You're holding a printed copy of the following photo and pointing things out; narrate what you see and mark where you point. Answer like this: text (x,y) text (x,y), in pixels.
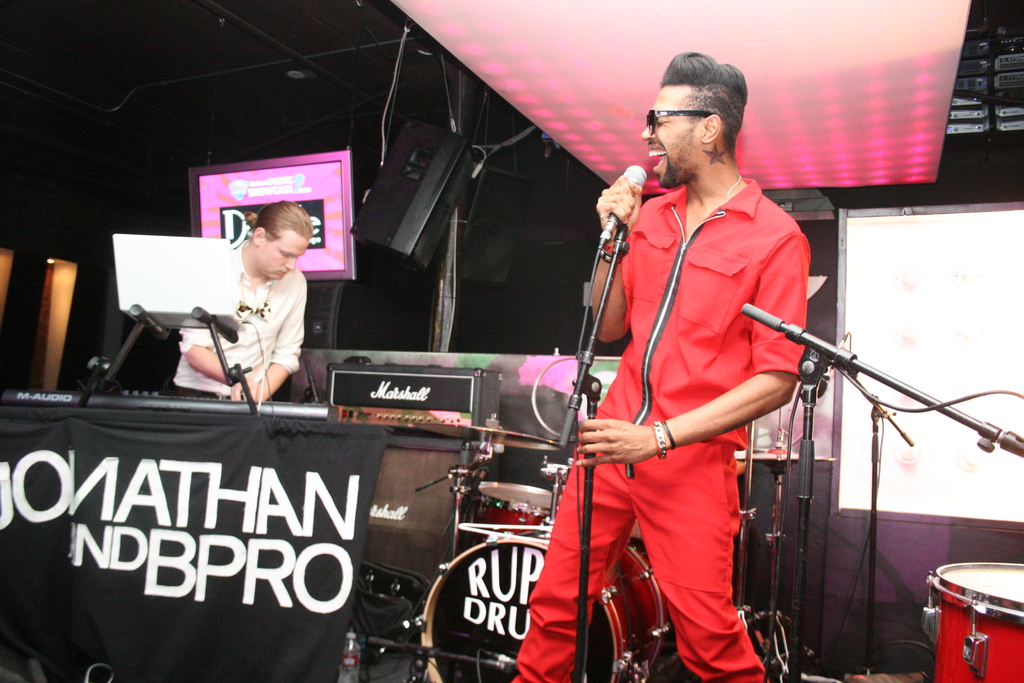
In this picture we can see two people (666,96), the one who is wearing red color shirt (700,345) and pant (683,486) and holding the mike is having the spectacles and the other guy (304,291) wearing white color shirt (251,338) is in front of a musical instrument (308,404) and there is also a band (491,525) and a speaker (436,177) in the room (358,167).
